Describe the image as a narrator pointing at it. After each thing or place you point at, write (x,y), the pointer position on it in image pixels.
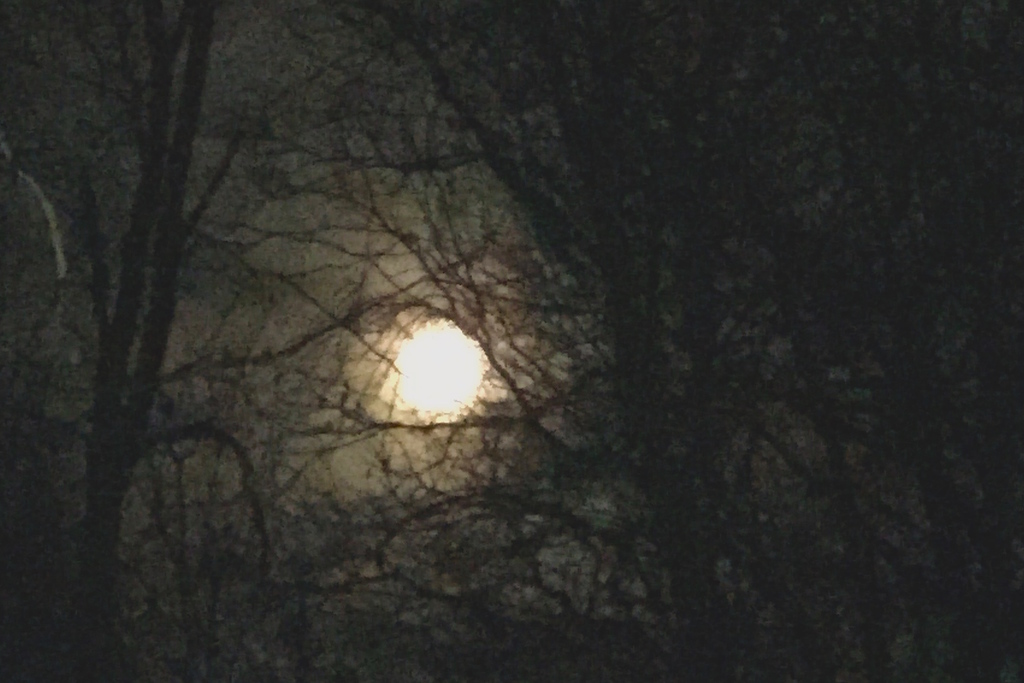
I can see this image is taken in dark time. There are trees (725,269) and there is moon (415,343).
